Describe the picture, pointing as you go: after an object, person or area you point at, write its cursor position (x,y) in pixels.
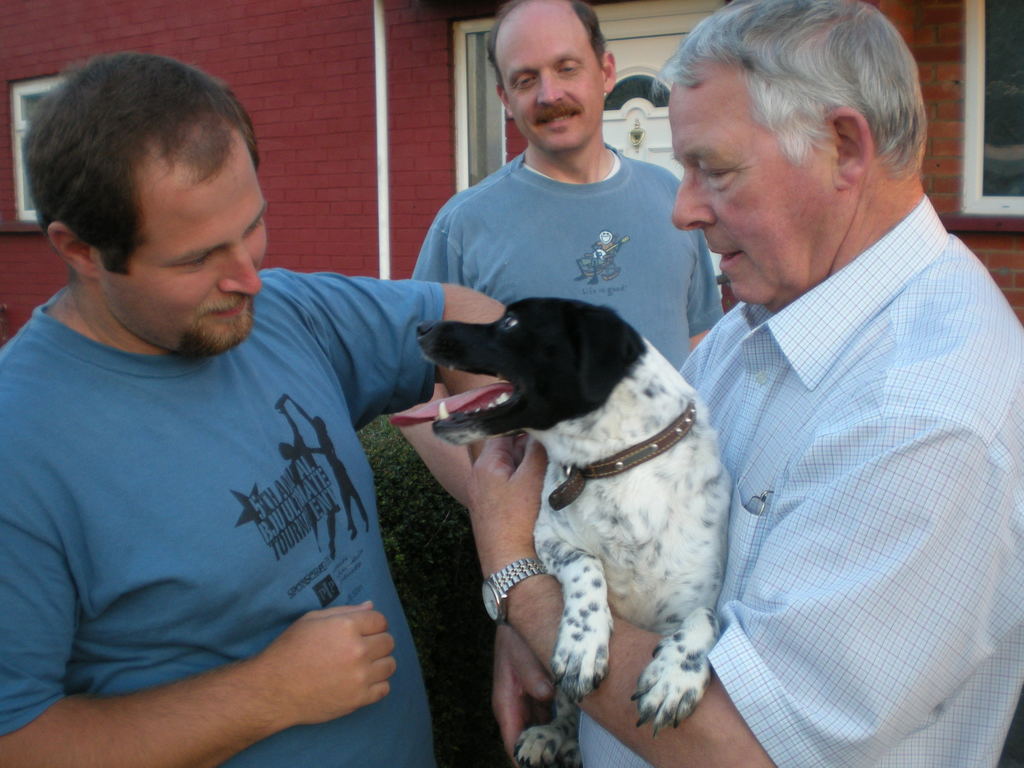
In this image, There are three persons (198,350) standing and wearing colorful clothes (285,403). This person (743,504) is wearing a watch (492,596) and holding a dog (639,389) with his hands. There is a building (677,26) behind this person (688,65).
